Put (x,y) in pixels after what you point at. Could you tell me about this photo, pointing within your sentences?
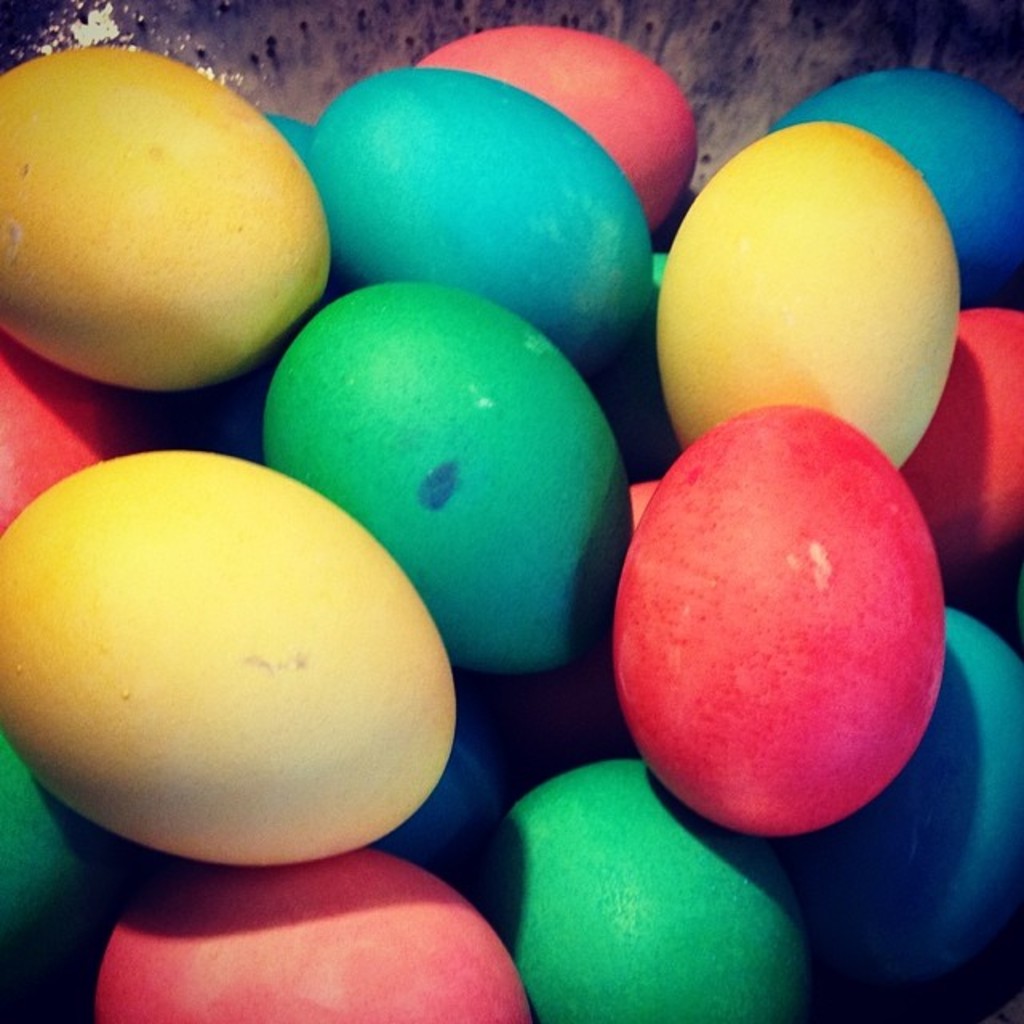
In this image we can see group of colored eggs (798,322) placed on the surface (287,93).
